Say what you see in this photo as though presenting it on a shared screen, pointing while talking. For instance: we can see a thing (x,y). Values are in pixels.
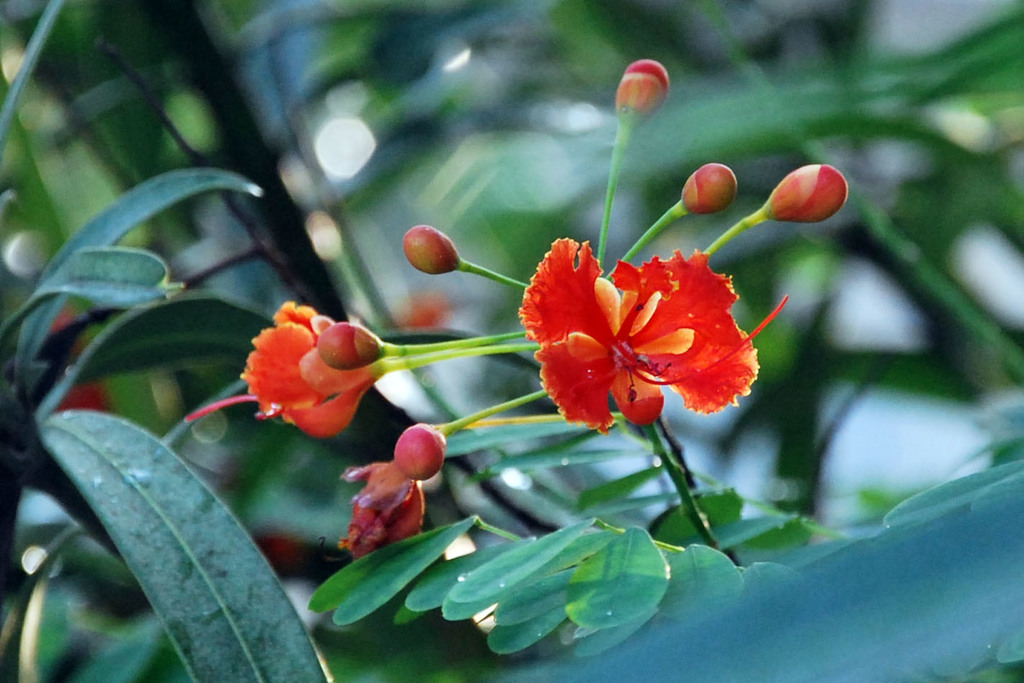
In this image there is a plant (526,426) with red color flowers (534,317) and buds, and there is blur background (56,171).
